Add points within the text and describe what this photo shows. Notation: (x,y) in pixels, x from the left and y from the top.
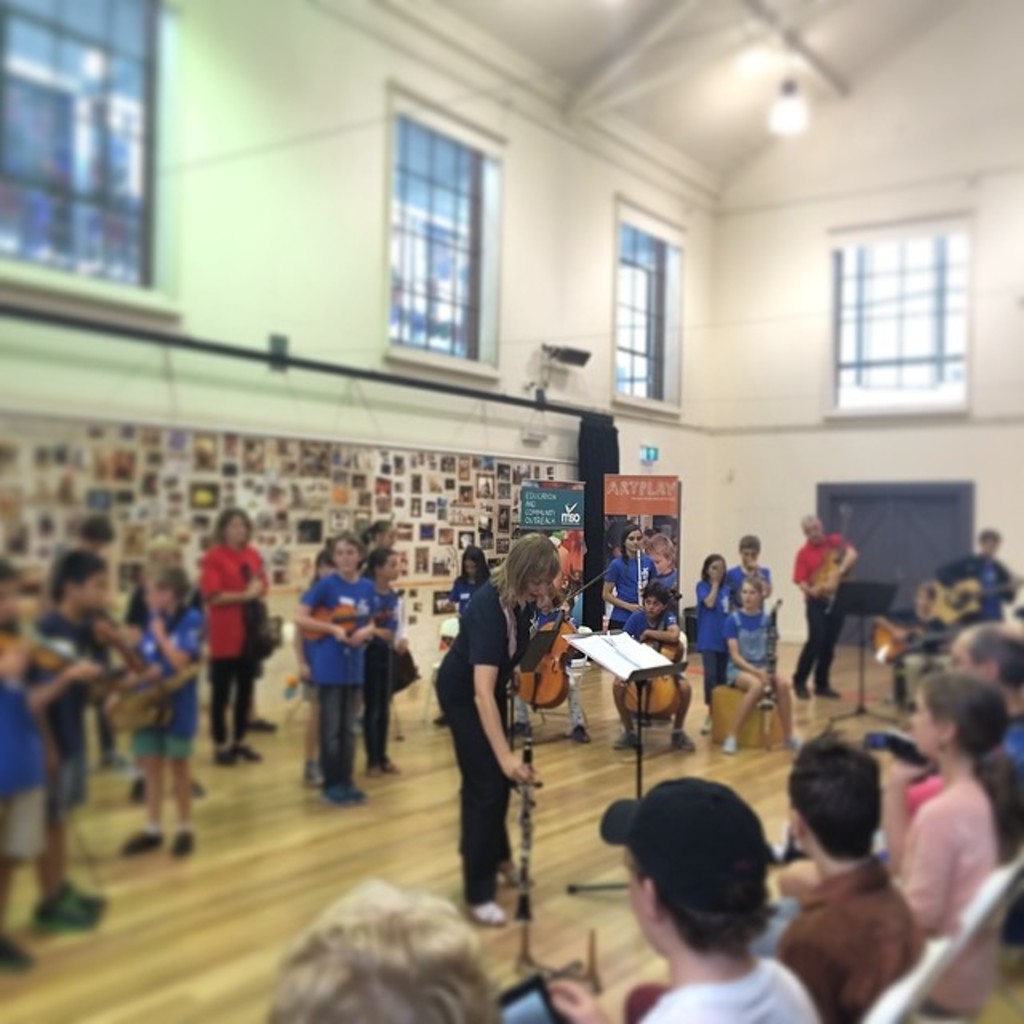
Here we can see few persons (8,708) and they are holding musical instruments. This is floor (245,962) and there are frames (483,483). In the background (481,475) we can see a wall (801,507), windows (415,256), door (933,510), boards (541,497), and a light (799,128).
